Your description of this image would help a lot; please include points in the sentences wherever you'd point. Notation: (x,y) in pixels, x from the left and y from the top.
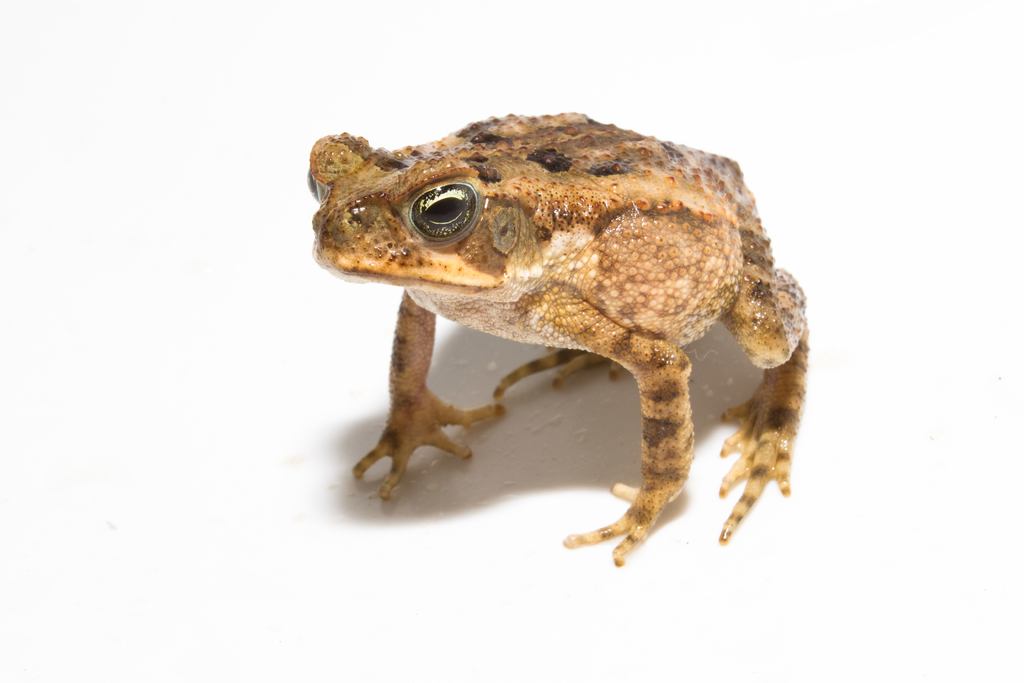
In this picture we can see a frog (514,215).
